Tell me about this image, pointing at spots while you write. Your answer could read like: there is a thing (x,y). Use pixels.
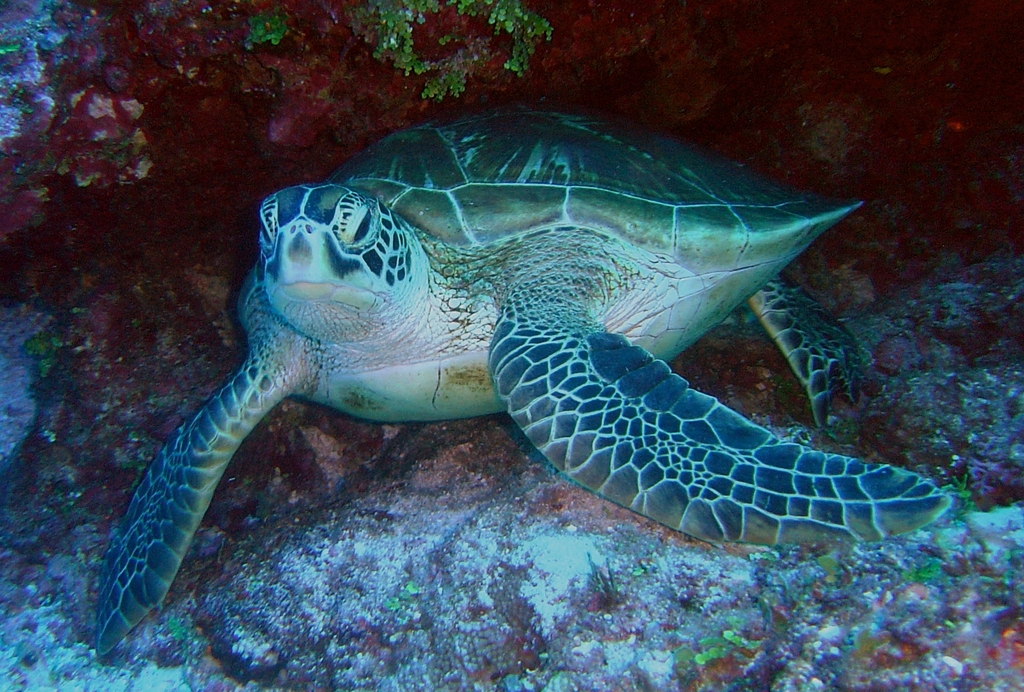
In this image I can see a turtle (261,407) in the centre (566,285) and on the top of this image (370,0) I can see grass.
